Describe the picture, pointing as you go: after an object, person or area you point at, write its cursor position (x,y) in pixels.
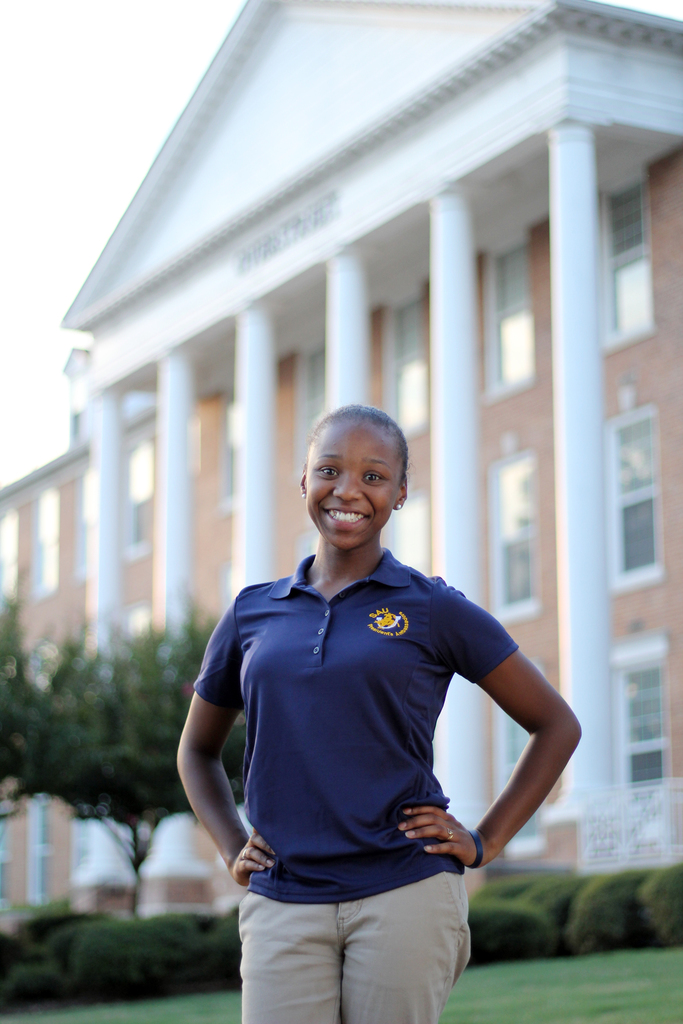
In this picture I can see a woman (406,955) standing and smiling, there are plants (639,931), grass (676,971), there is a tree (39,742), and in the background (438,146) there is a building (614,358).
